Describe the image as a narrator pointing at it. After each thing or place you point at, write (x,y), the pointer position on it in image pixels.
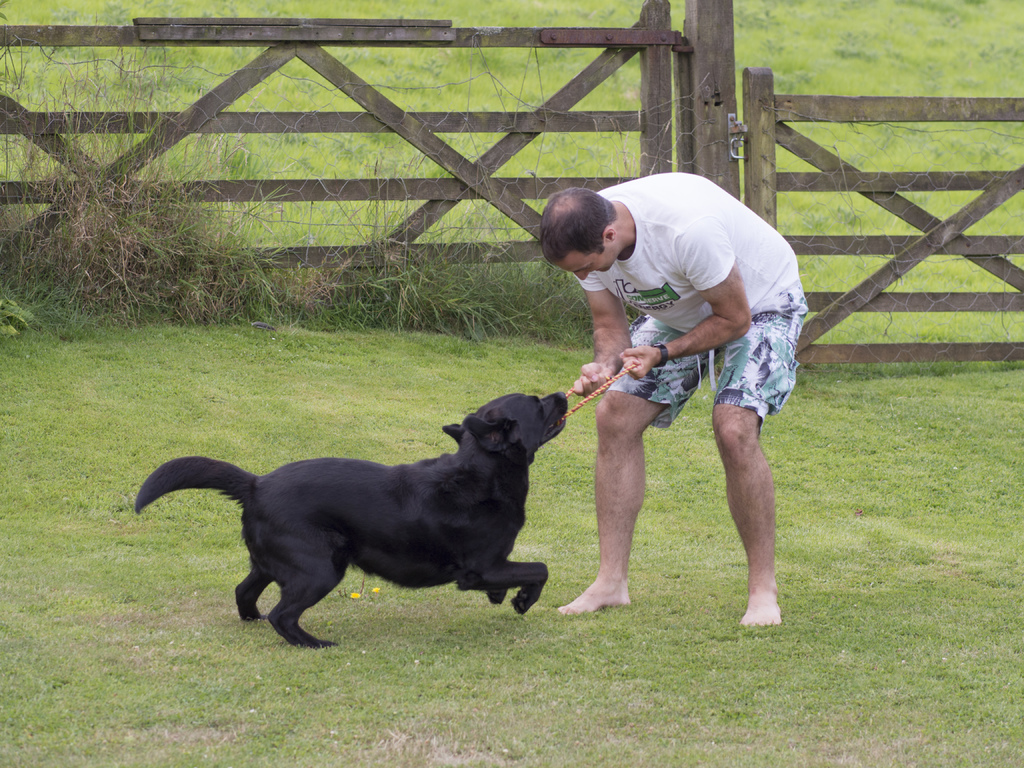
The person (637,199) wearing white shirt (676,240) is holding a thread (606,386) which is bitten by a black dog (541,428) in front of him and there is a wooden gate (738,149) beside him and the ground (258,375) is greenery (594,661).
